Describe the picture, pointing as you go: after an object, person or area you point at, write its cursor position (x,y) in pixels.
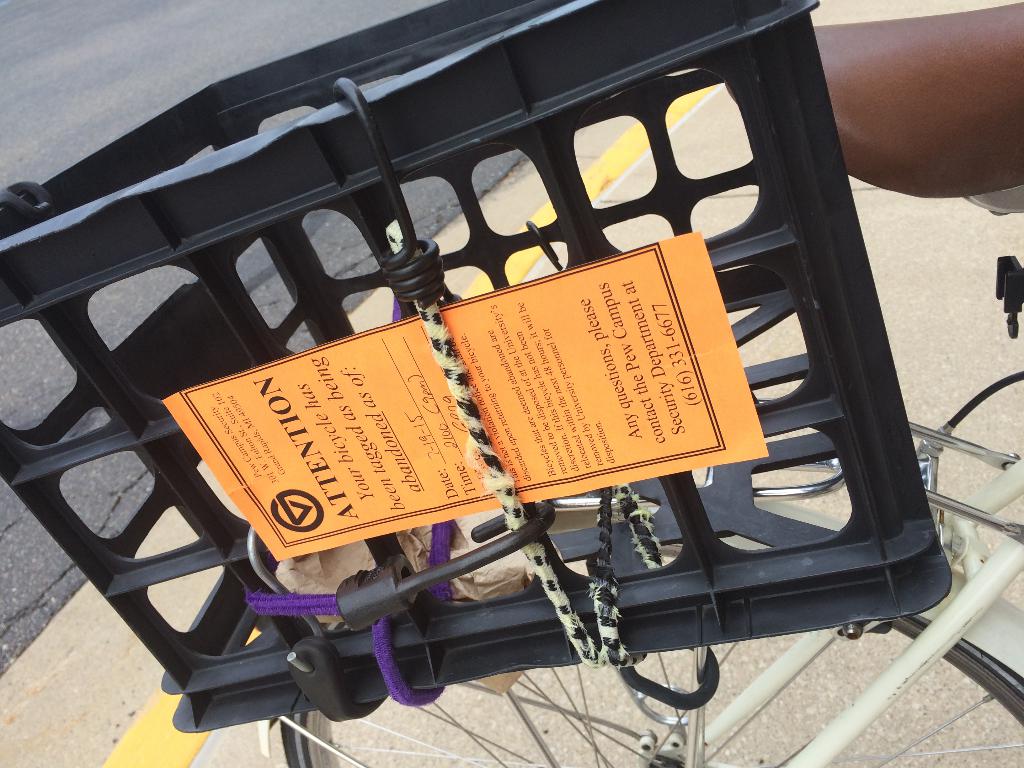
This is a basket (862,500), which is placed on the bicycle (776,675). I can see a paper (398,455), which is tied to the basket (847,475). In the background (209,80), I think this is a road (246,45).
